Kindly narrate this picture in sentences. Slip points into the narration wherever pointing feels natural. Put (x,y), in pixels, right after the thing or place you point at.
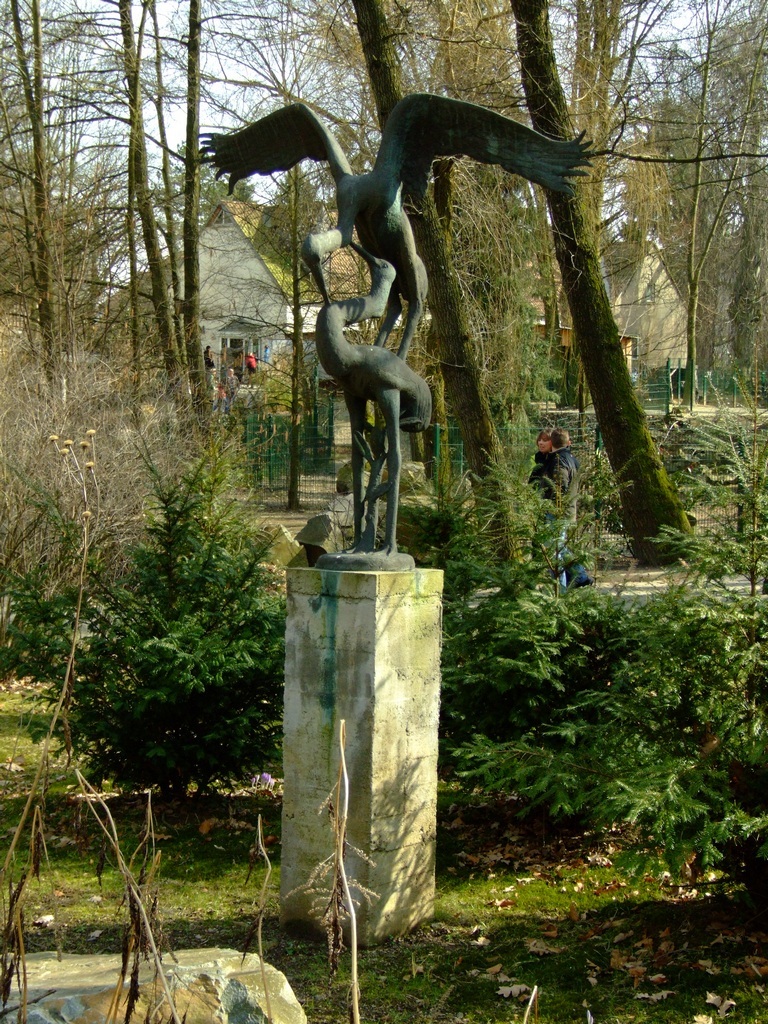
In this image I can see a statue (471,126) of a bird (215,161). Background (13,191) I can see few person (561,469) walking, a building (279,295) in white color, trees (693,701) in green color and the sky (169,77) is in white color.
